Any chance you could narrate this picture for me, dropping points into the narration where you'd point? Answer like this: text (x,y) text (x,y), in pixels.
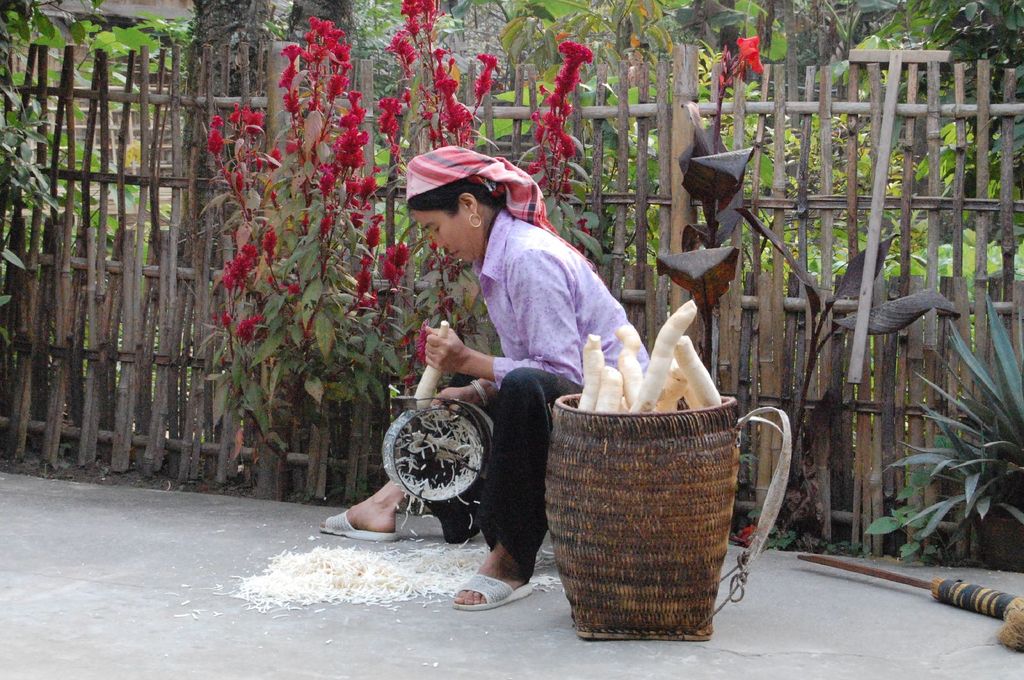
There is one woman (484,399) sitting and holding an object (441,448) in the middle of this image (431,398). We can see roots (631,384) are kept in a basket (638,493) at the bottom of this image (632,526). There are plants (307,170) and a boundary wall (174,264) in the background (584,153).
